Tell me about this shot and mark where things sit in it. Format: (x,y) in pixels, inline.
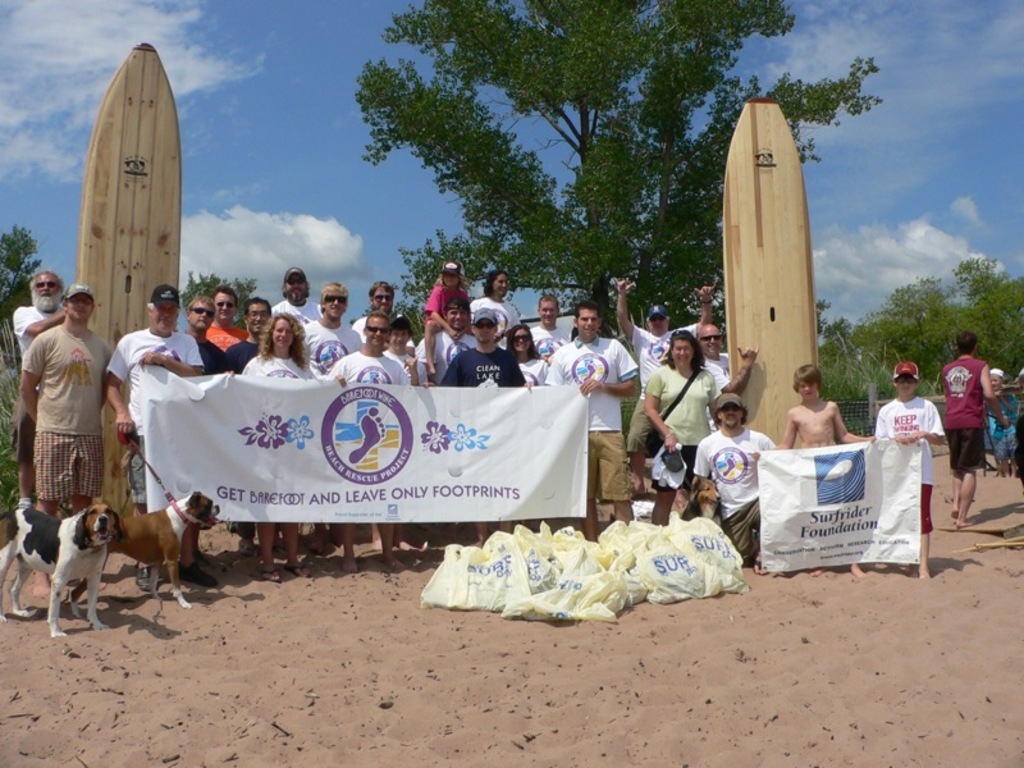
This is a picture outside of a city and there are some persons (95,383) standing and holding a hoarding board (256,464) and on the hoarding board (416,483) there is a some text (245,499) written and back side of them there are some trees (506,79), sky (204,72) visible in the background (209,88) and left side (37,547) there are the two dogs (102,563) stand on the floor (19,690).
